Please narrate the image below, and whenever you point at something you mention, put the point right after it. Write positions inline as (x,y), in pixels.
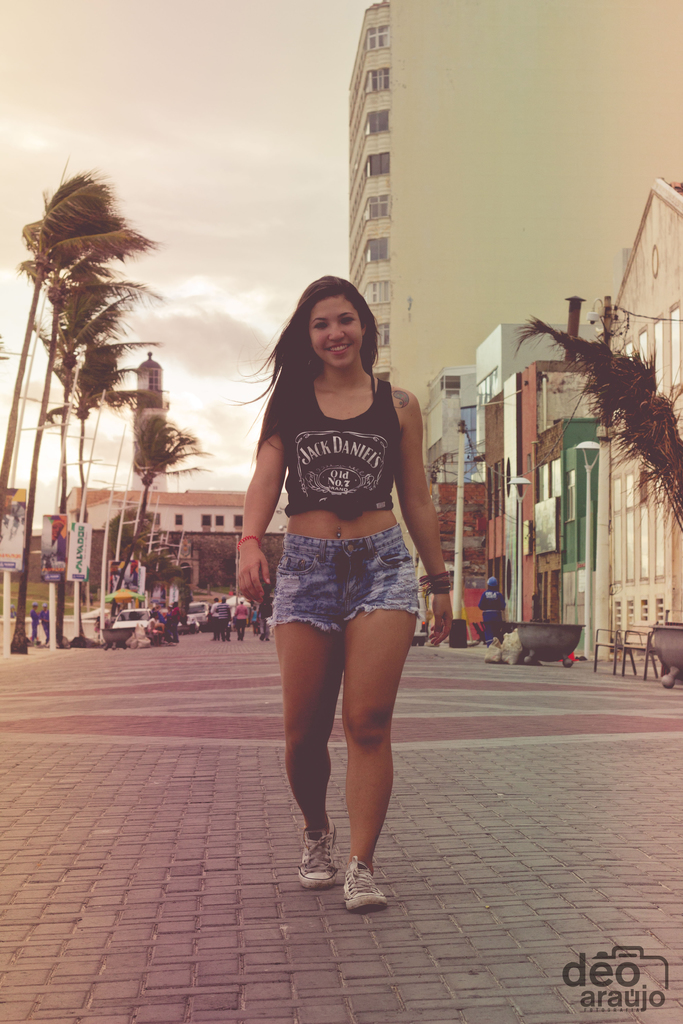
In the middle of the image (332,476), there is a woman (316,471) in black color T-shirt (309,464), walking on the road (385,863). In the bottom right (617,947), there is a watermark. In the background (156,325), there are trees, buildings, there are vehicles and persons (216,612) on the road (228,643) and there are clouds (140,53) in the sky (98,49).
